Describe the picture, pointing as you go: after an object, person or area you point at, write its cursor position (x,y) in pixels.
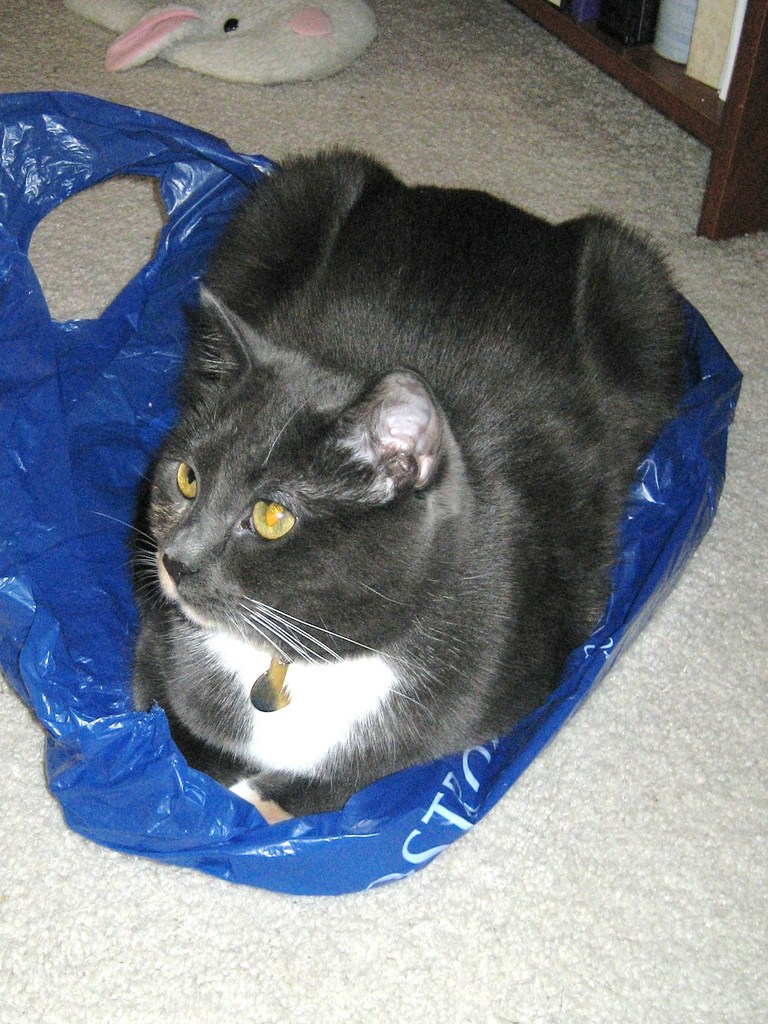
Here we can see a black (536,487) cat sitting on a blue cover (104,572) on the floor (416,122). At the top (333,44) we can see a toy (248,25) on the floor (458,88) and books (673,45) on a rack (697,84).
